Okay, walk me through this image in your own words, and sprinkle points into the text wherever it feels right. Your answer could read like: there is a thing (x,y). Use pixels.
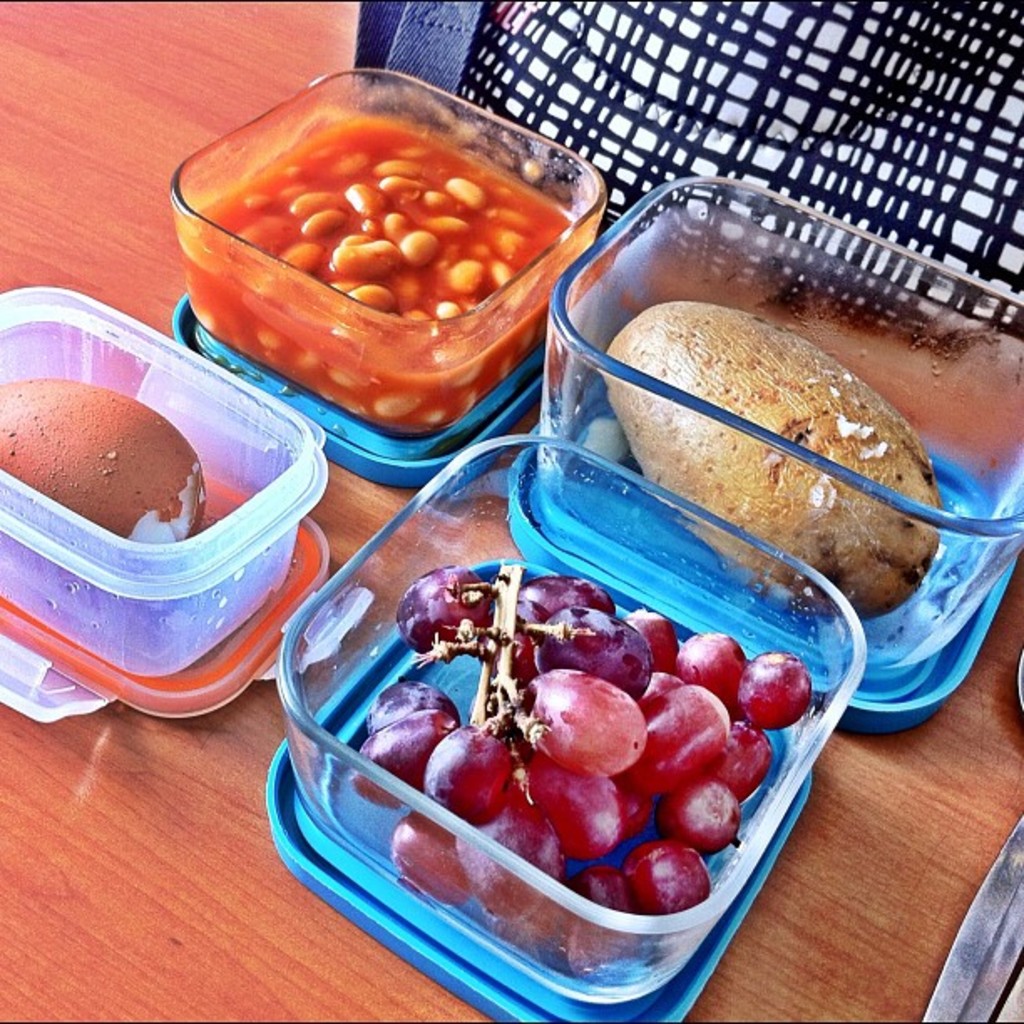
This image consists of a table (315,35). On that there are 4 boxes (96,638). In that boxes (131,570) there are eatables (100,456) such as egg (12,403), grapes (682,702).
